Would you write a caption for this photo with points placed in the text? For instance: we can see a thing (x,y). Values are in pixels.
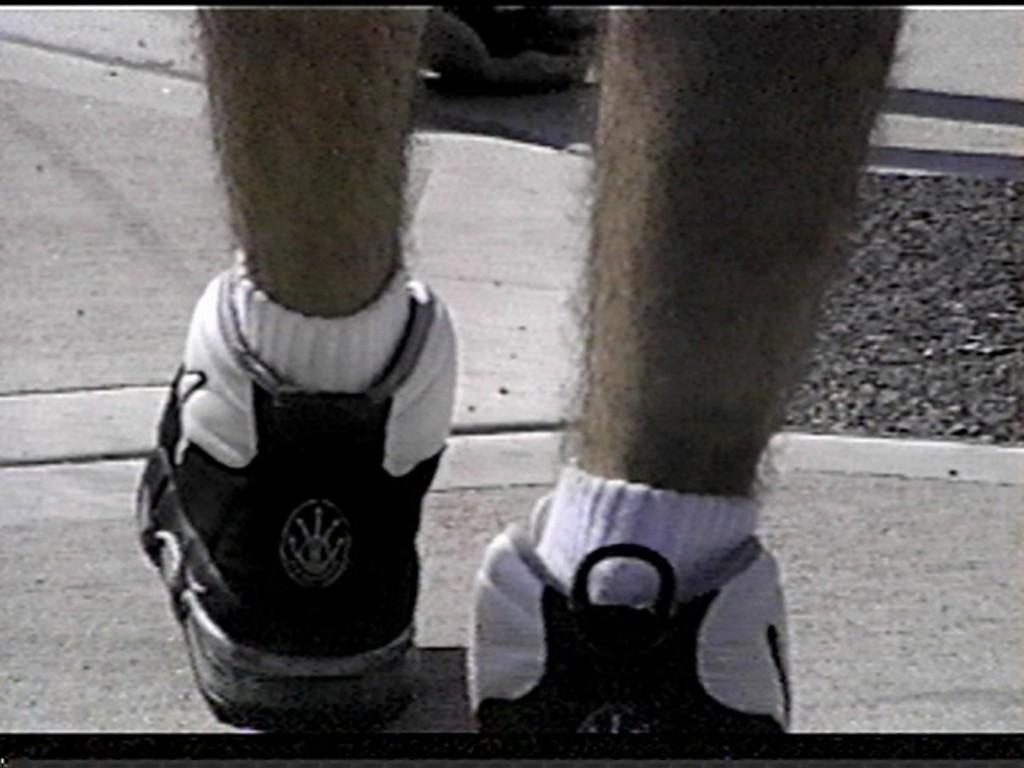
In this image we can see there are two legs (326,96) with the shoes (522,578).
